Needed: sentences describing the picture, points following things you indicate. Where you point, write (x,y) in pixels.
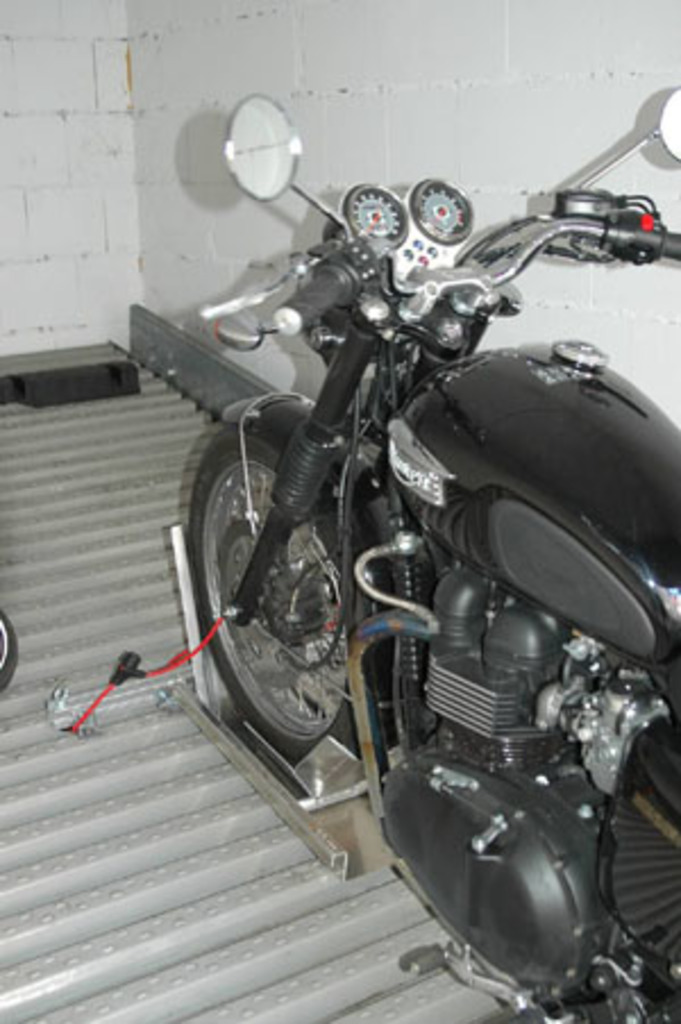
In this image, we can see a vehicle (443,746). We can see the ground (96,736) with some objects (60,716). We can also see the wall (60,336) and an object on the left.
